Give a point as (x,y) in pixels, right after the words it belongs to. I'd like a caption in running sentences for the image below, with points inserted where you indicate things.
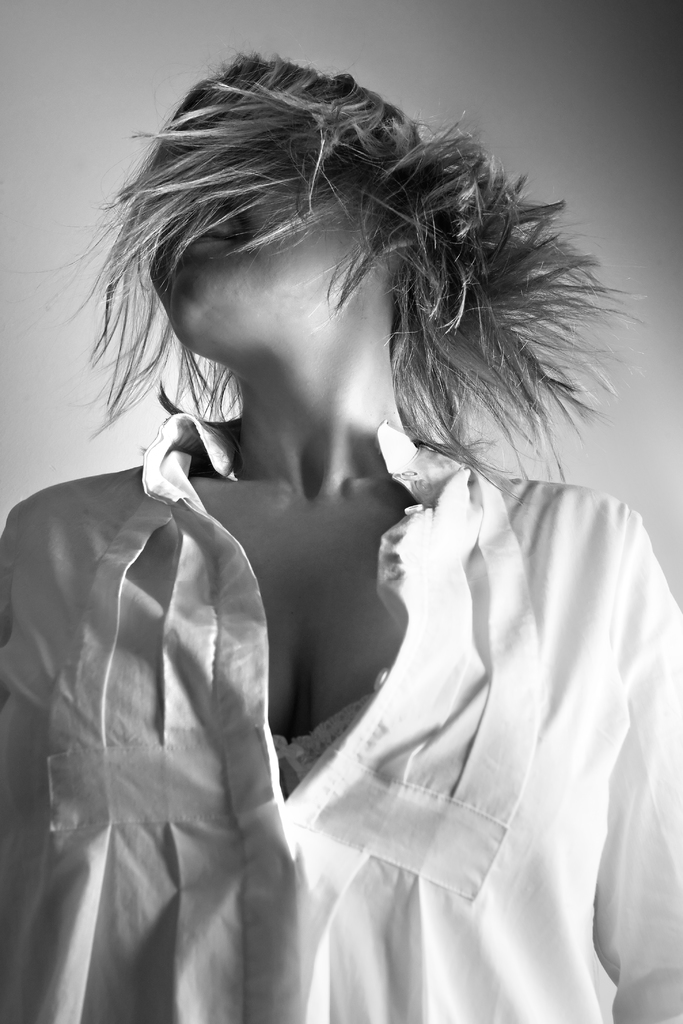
This is the black and white image of a woman (326,493).
